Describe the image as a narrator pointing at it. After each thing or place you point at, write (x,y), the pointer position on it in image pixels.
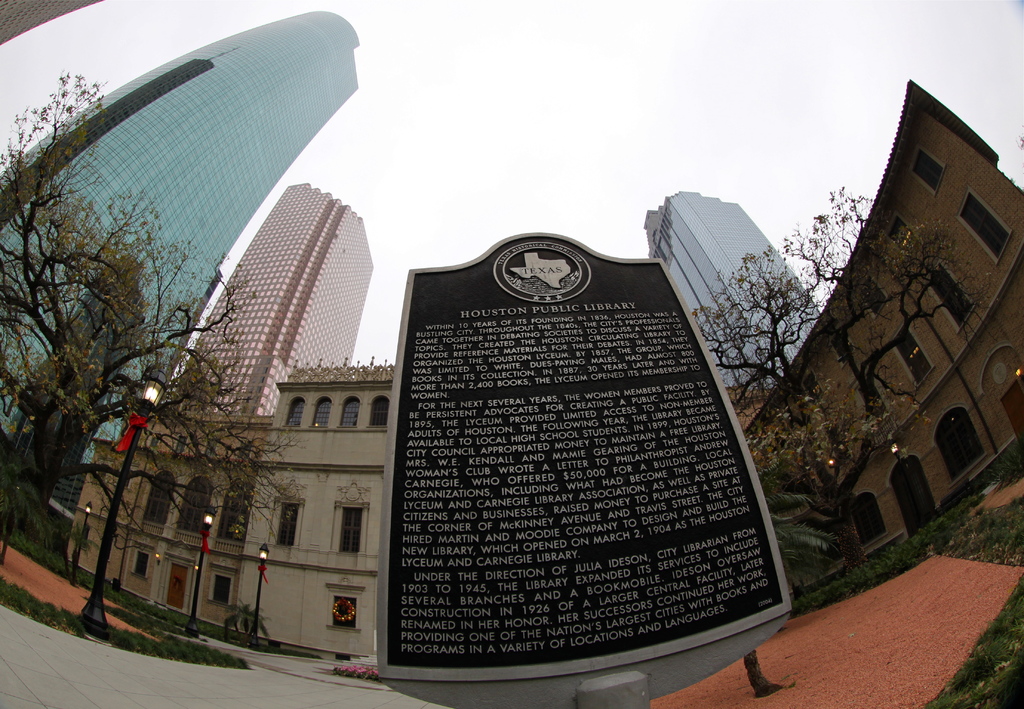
At the top (552,70) we can see the sky (778,151). In this picture we can see the skyscrapers (754,267), trees (774,291), windows (356,530), light poles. We can see red ribbons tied to the poles (124,481). In this picture we can see a building (150,457), it seems like a library (321,446). We can see there is something written on the board (675,572).
